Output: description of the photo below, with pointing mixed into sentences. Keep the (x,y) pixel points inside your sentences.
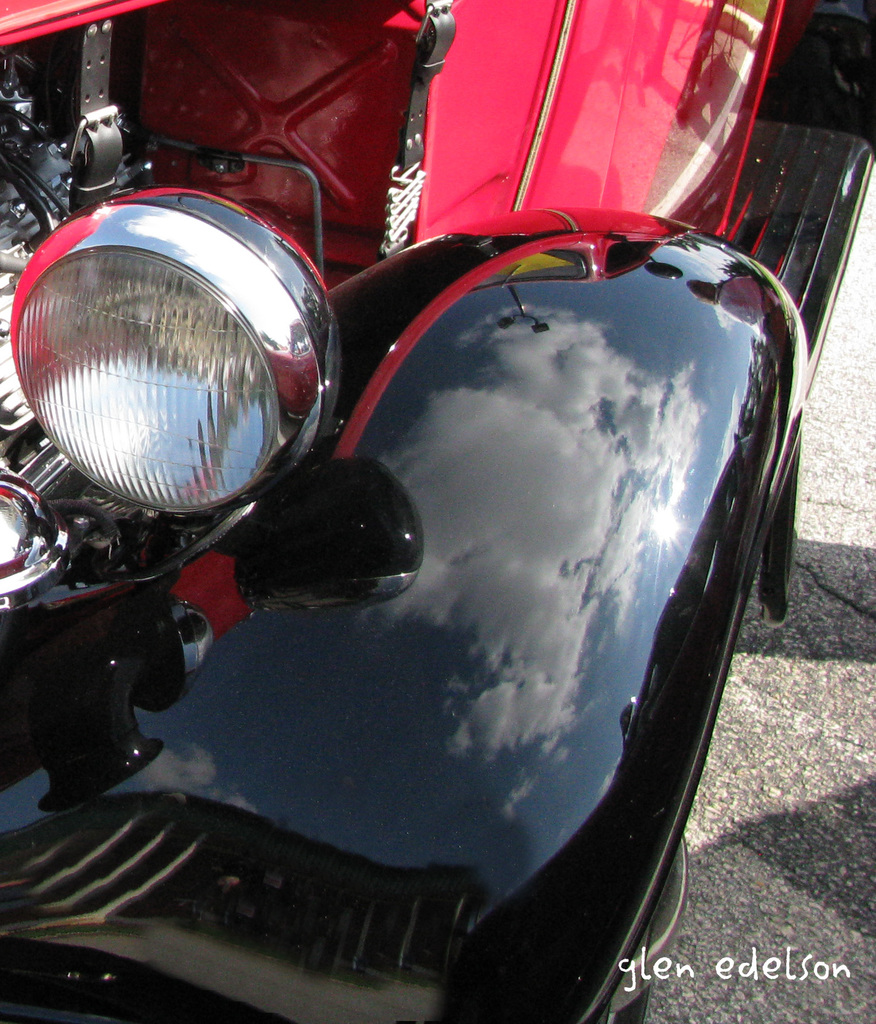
This image consists of a vintage car (229,671). It is in red and black color. At the bottom (757,882), there is a road (812,857).
